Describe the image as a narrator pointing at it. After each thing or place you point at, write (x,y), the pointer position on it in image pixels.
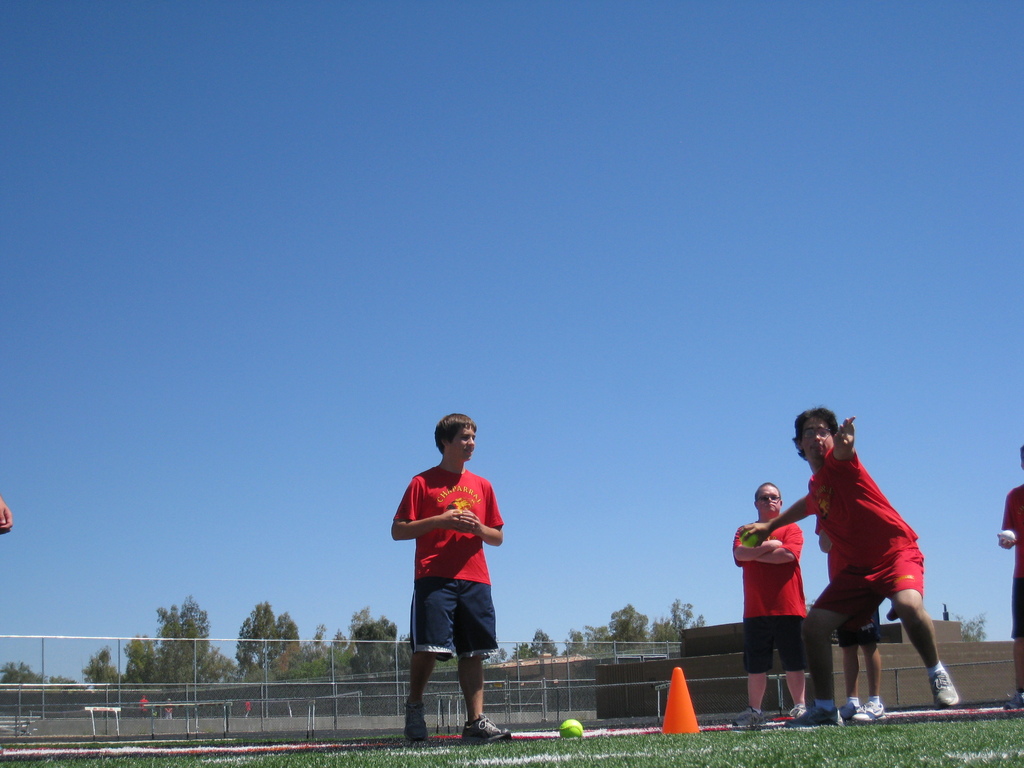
In this picture I can see there are a few people (821,459) standing and they are wearing a jersey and there is a traffic cone (683,689) and grass (422,757) on the floor (584,758), in the backdrop (67,700) there is a fence (252,673), a building (694,651) on right side (685,642) and there are few trees (87,680) in the backdrop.
